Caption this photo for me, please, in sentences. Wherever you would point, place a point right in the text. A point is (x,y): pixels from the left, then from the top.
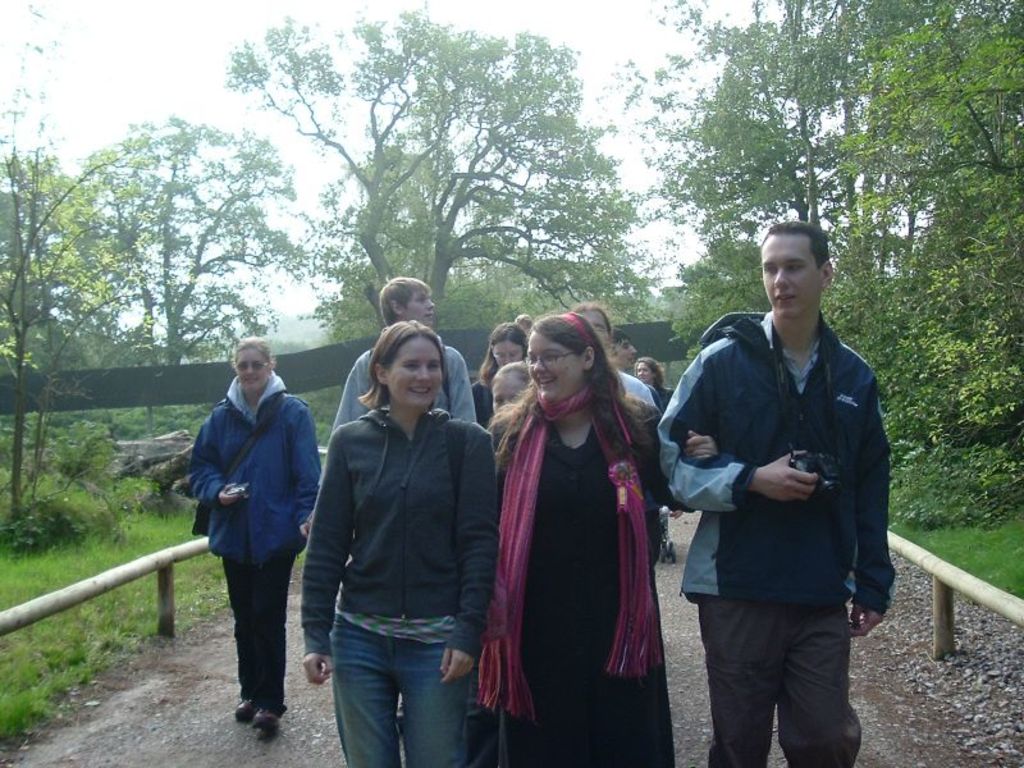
In this image there are few people (567,444) walking on the path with a smile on their face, on the left (141,598) and right side of the image (948,553) there is a wooden fence (961,577), trees (1003,424), grass (974,567) and in the background (681,248) there is the sky (657,202).
